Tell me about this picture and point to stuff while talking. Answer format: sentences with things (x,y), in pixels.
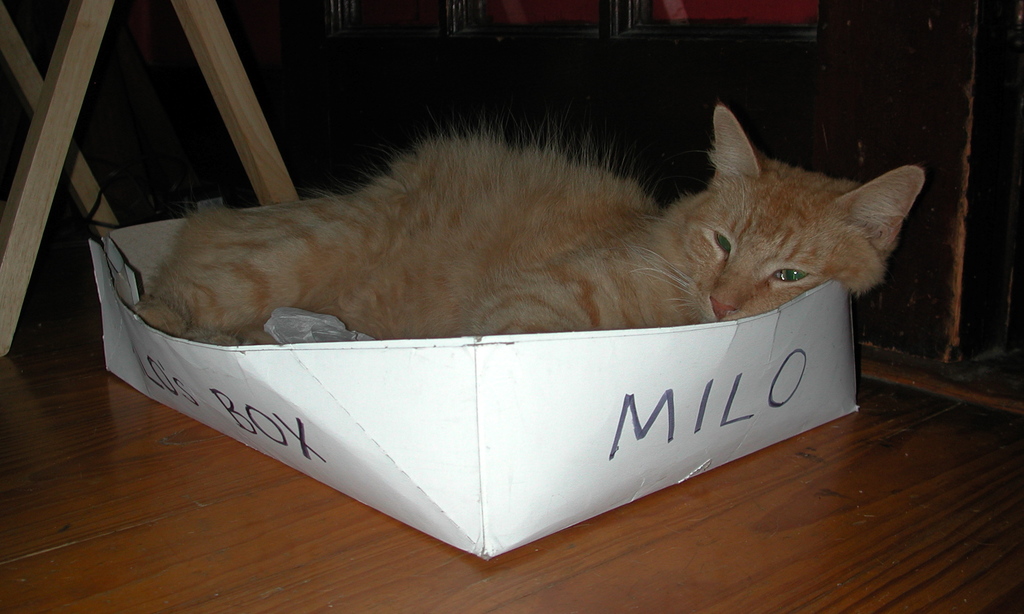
In this image I can see a white colour box (403,402), a cream colour cat (500,322) and on this box (396,460) I can see something is written. I can also see few cream colour thing (204,47) in the background (246,109).
